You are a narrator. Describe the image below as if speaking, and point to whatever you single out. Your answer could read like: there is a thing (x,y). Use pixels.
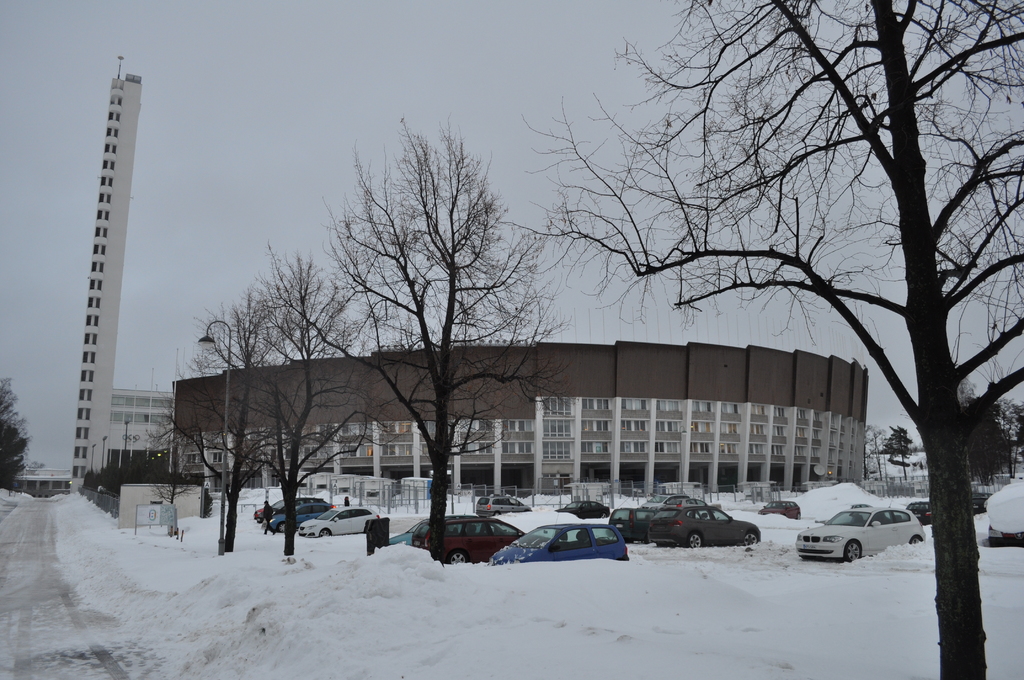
In this image in the front (429,601) there is snow (500,619) on the ground (240,518). In the center (381,288) there are dry trees (440,458). In the background (464,519) there are cars (634,519), buildings (628,448) and trees (898,448) and the sky (467,140) is cloudy.
